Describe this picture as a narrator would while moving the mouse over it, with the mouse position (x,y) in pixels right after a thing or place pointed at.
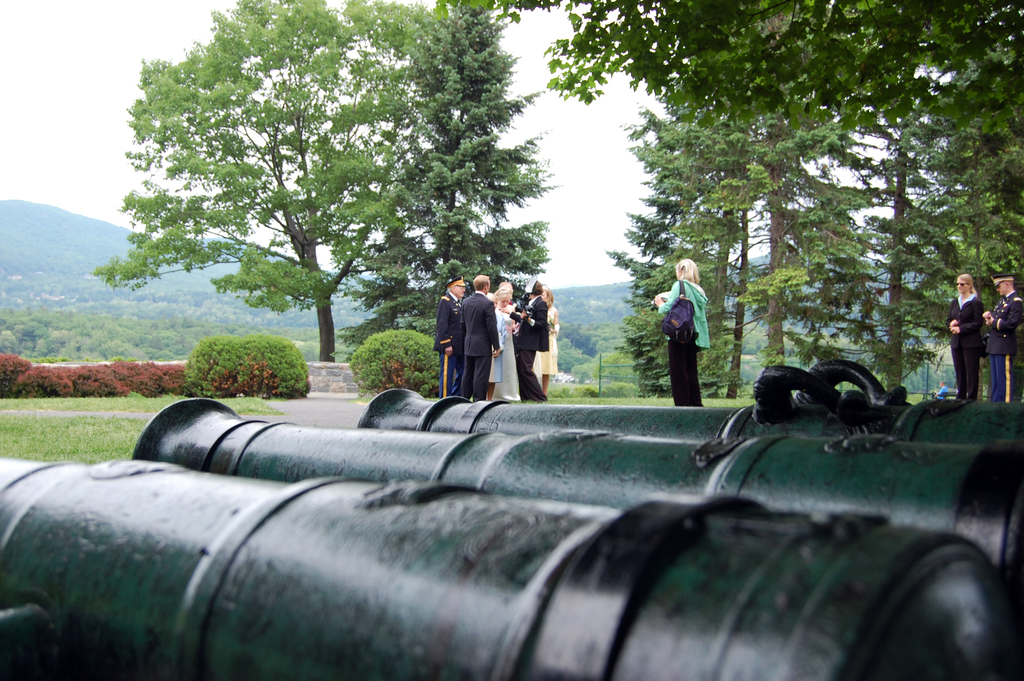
This is an outside view. At the bottom of the image (274,537) I can see some metal rods (539,503) on the ground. In the background (483,351) there are few people (497,318) standing. It seems like they are discussing something. In the background (512,159) there are some trees (245,218) and plants (141,365). On the top of the image (86,90) I can see the sky (72,87).
